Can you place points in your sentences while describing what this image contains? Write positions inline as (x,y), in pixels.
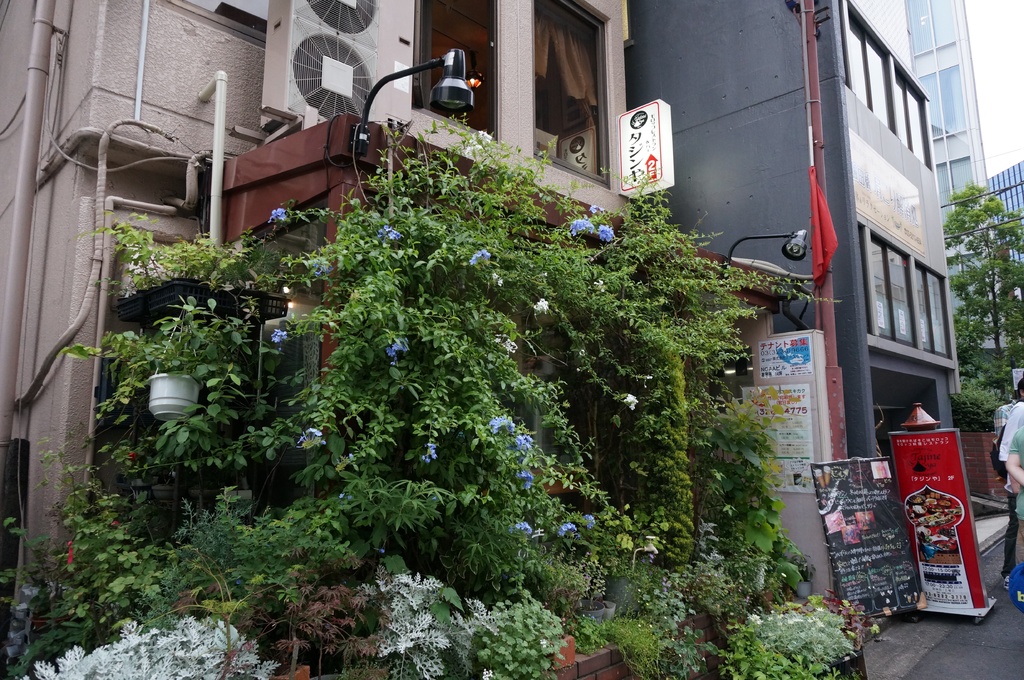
These are the buildings (927,106) with windows (584,66). This looks like a cloth (832,250) hanging to the pole (807,137). This is the name board (630,145) attached to the building wall (611,179). These are the trees (408,378) with flowers (515,345). I can see small plants (730,623). This looks like a flower pot (190,402) hanging. This is the pipe (36,66) attached to the building wall (124,44). These are the name boards (955,501). I can see posts (787,418), which are attached to the wall (822,408). At the right corner of the image (1008,433), I can see few people (1008,446) standing.
